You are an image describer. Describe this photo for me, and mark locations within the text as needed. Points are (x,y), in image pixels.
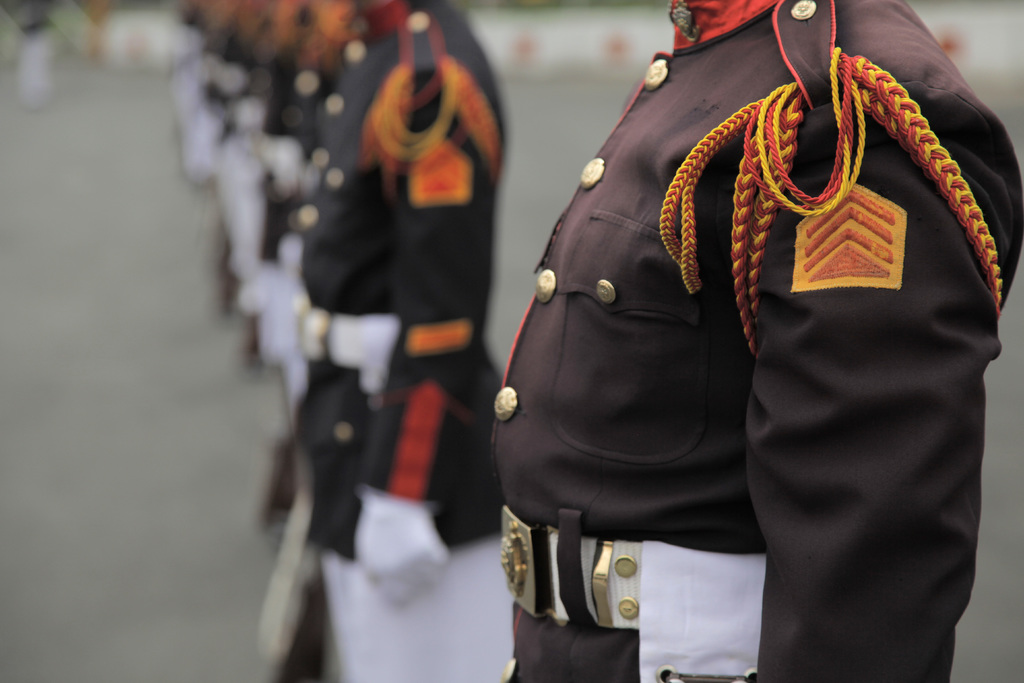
In the image in the center (488,418) we can see few people (285,206) were standing in attention and they were in brown and white color uniform (399,176).
